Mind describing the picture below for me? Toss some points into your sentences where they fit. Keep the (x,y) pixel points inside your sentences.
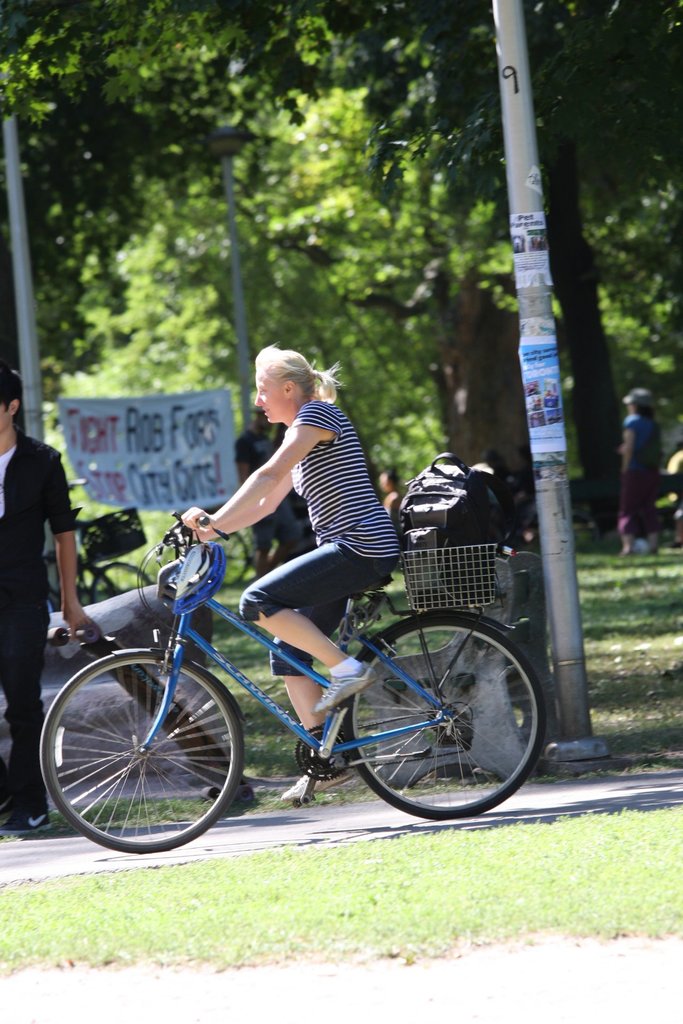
In this picture there is a woman (259,614) riding a bicycle (360,636). She is wearing a striped shirt (327,503), black short (305,566). In the bicycle (410,559) there is a bag (461,489). Bicycle (344,614) is in blue in color. Towards the left (15,701) there is a man (41,702) wearing a black shirt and black trousers (31,674). In the background (163,499) there is a banner (143,492) with some text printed on it. There are some trees (377,183) and people (627,472).
